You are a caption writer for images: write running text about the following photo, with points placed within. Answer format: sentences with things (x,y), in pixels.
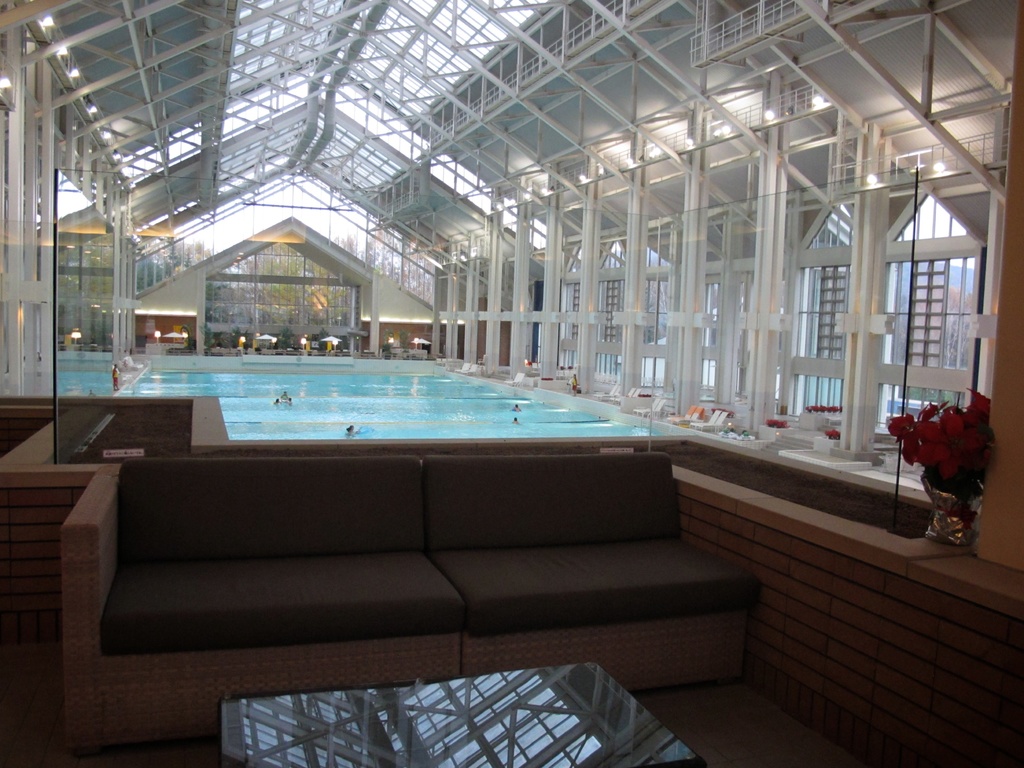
In the foreground of the picture (441,520) there are couch (477,562), table (379,738), flower pot (943,473) and glass window (84,344), outside the window (392,323) there are swimming pool (496,396), beach chairs (713,427), people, lights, house plants (241,331) and pillars (725,225). At the top (288,126) it is the ceiling (259,125) of the building (279,136). Outside the building (262,264) there are trees (373,239).
